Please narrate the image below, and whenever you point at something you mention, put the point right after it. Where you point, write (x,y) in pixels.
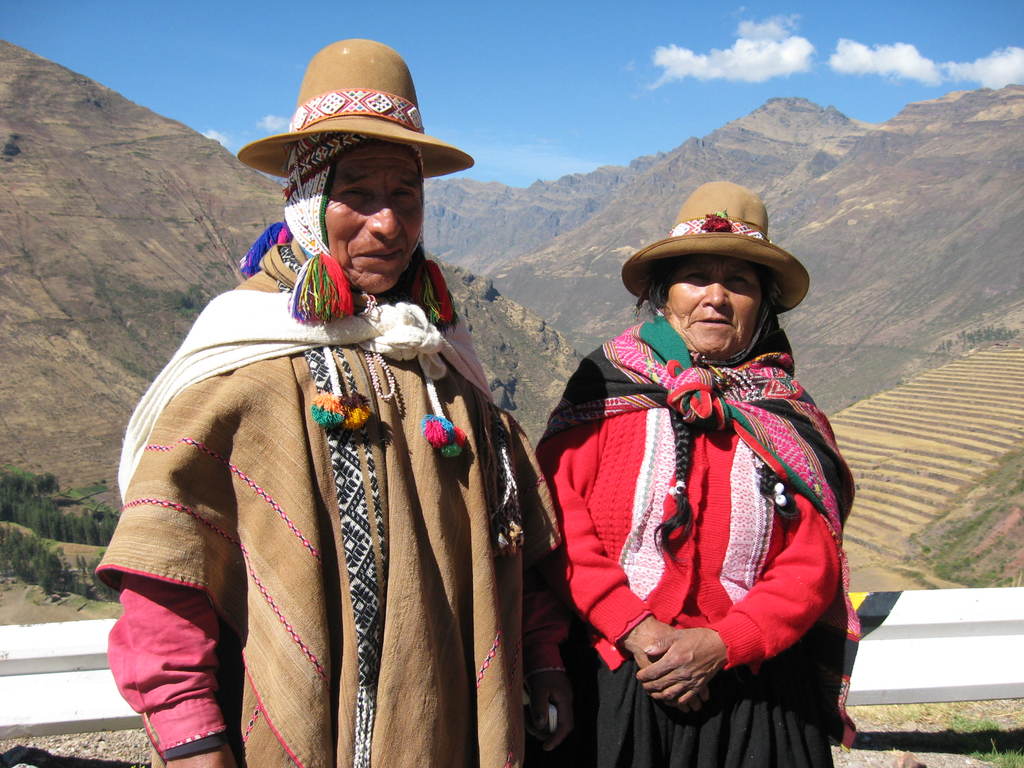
In this picture I can see a man (380,164) and a woman (699,303) standing and they wore caps (758,230) on their heads (721,264) and I can see hills (62,111) and a blue cloudy sky (665,55) and I can see trees (39,557).
